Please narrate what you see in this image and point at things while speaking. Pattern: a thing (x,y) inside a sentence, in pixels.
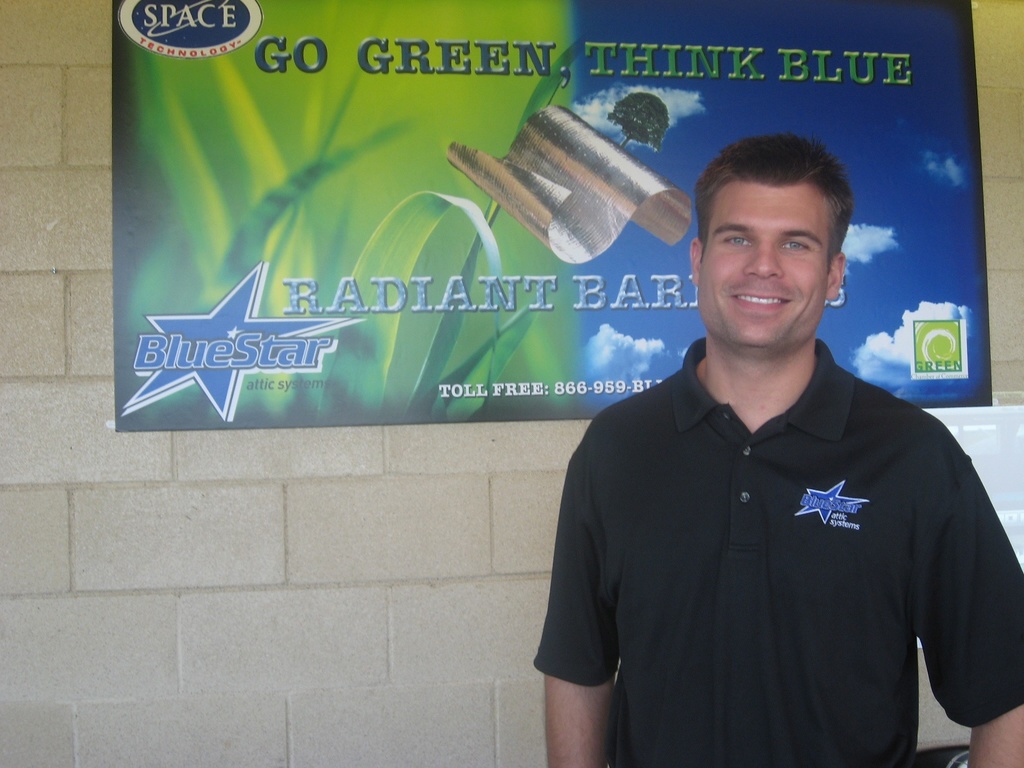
In this picture we can see a person (823,298) standing and smiling on the right side (894,484). We can see a poster (247,373) on the wall (93,45). On this poster (153,225), we can see some text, star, silver object (528,138), clouds (938,310) and a logo (955,349).
